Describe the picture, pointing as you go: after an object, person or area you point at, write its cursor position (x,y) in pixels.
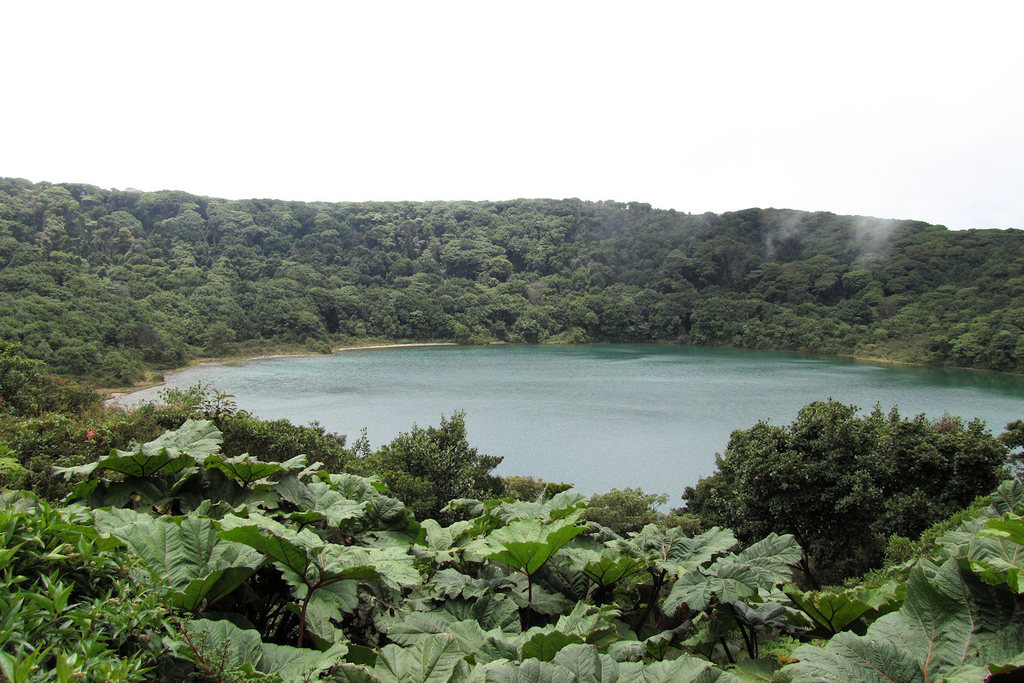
This image is taken outdoors. In the middle of the image (561,408) there is a pond (542,378) with water (403,401). In this image there are many trees (92,272) and plants (251,554) with green leaves (933,303), stems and branches (289,254).
